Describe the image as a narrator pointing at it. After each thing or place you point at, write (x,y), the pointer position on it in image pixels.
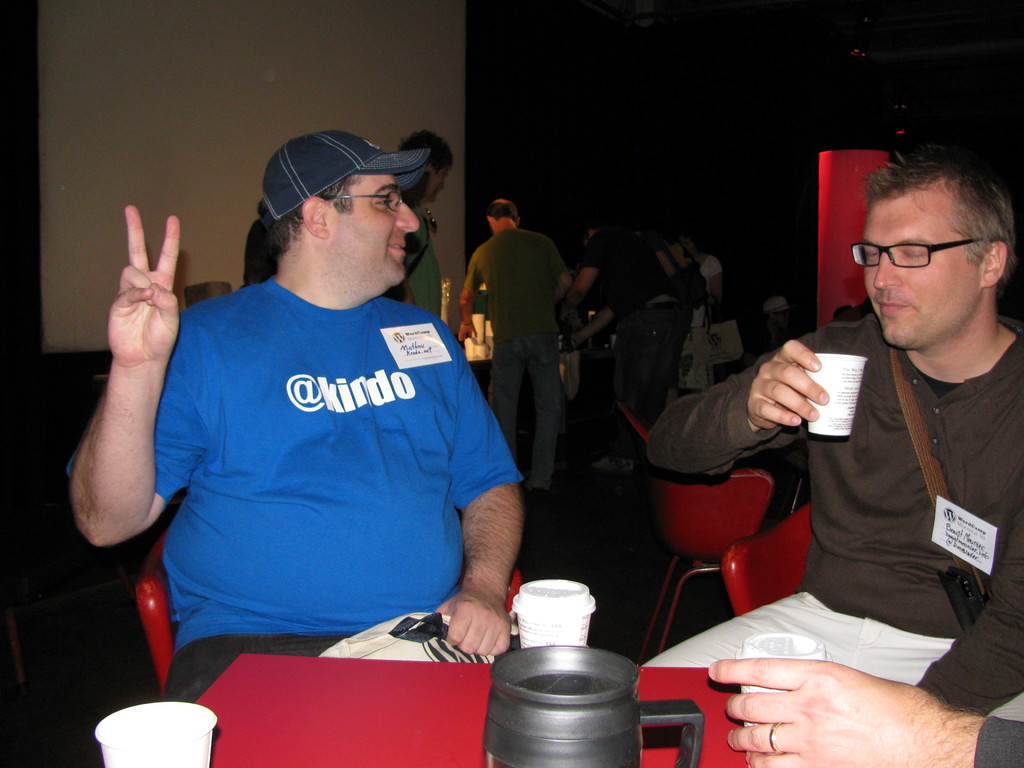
A man (204,560) is sitting, he wore blue color t-shirt (322,491), on the right side (979,476) a man (931,428) is holding the glass (850,416) in his right hand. In the middle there is a table (458,681) in red color.
